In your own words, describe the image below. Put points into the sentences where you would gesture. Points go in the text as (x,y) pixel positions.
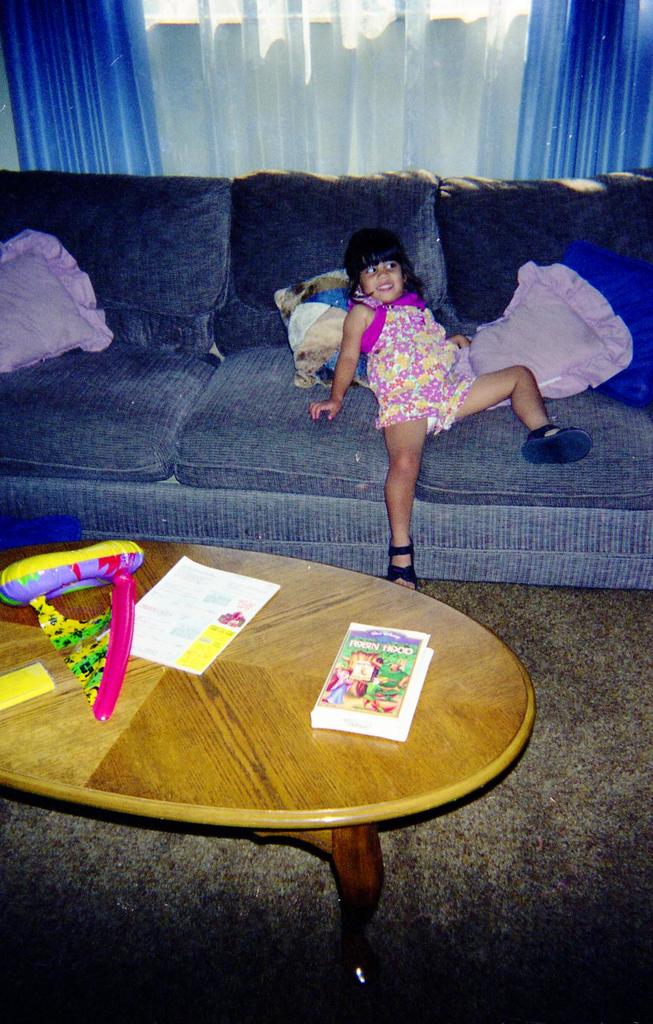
Here we can see a Girl (480,393) sitting on a couch (135,319) with the table (321,598) in front of her having books (367,646) and Balloons (121,582) present and behind her we can see curtains (339,104).
